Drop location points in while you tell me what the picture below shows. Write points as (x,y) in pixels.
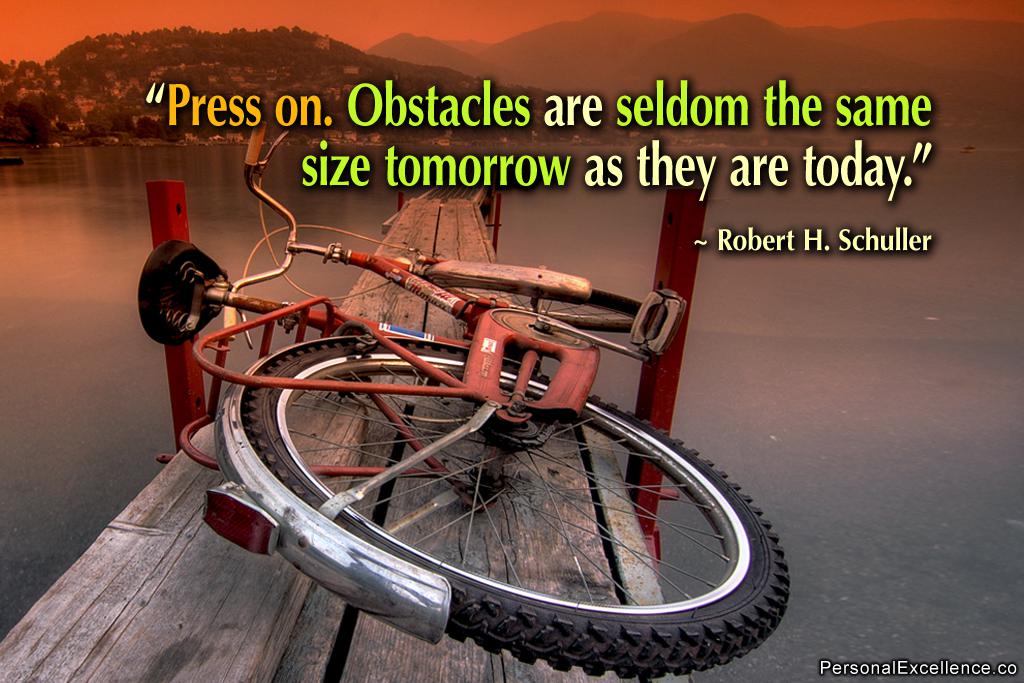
In this image there is a bicycle (452,304) on the wooden bridge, and at the background (737,46) there is water (1021,224), hills (627,27) and watermarks (911,169) on the image.
